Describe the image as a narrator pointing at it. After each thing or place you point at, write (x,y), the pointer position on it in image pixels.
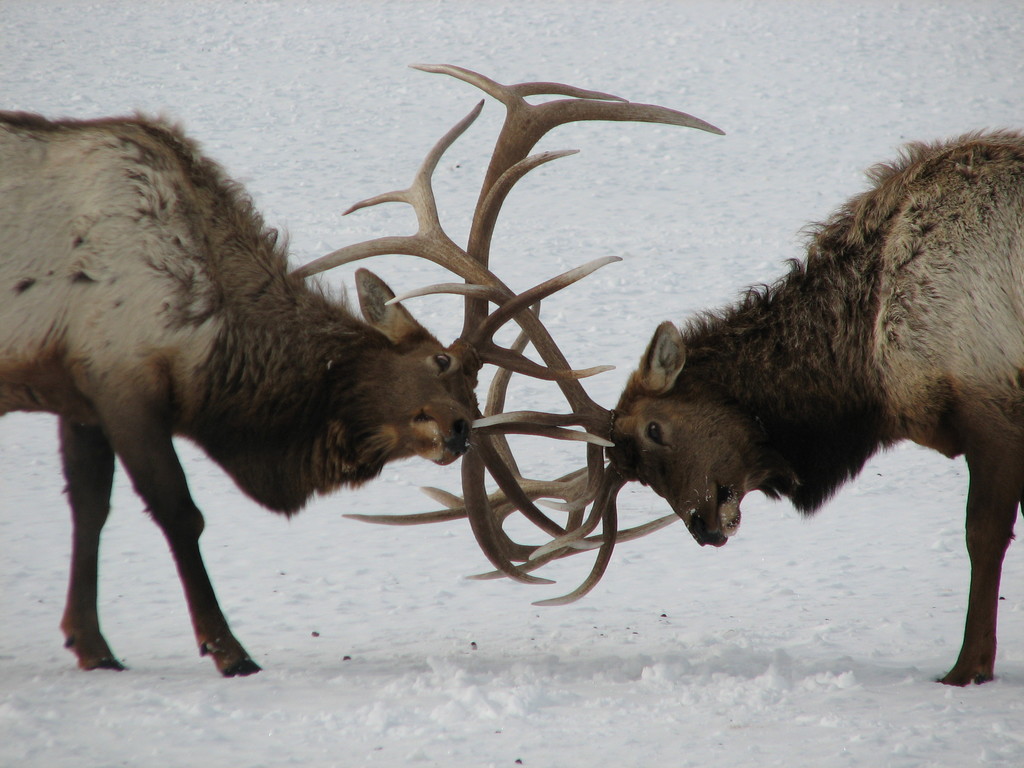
In the picture we can see the snow surface (115,562) on it, we can see two stags (948,272) are fighting with each other.
